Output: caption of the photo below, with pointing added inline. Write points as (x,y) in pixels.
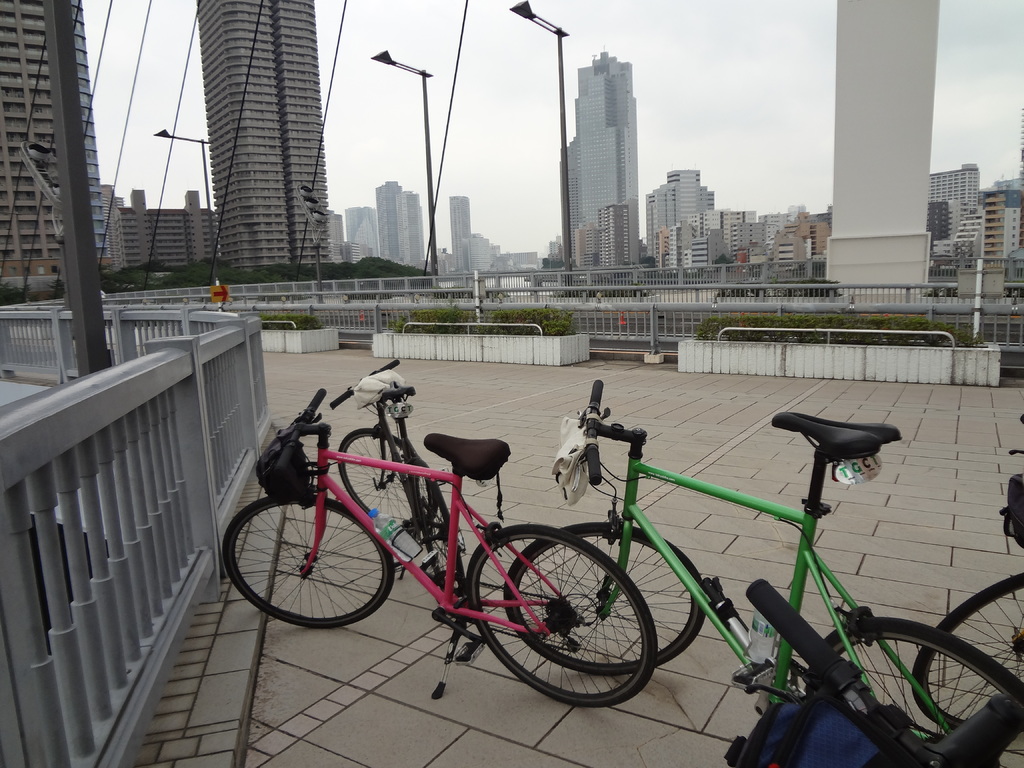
In this picture there is a pink and green bicycle (504,569) parked on the cobble stones (422,645). On the left side (182,551) there is a silver color railing (209,407). In the background (263,256) we can see a many skyscrapers (279,256) and lamp post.
